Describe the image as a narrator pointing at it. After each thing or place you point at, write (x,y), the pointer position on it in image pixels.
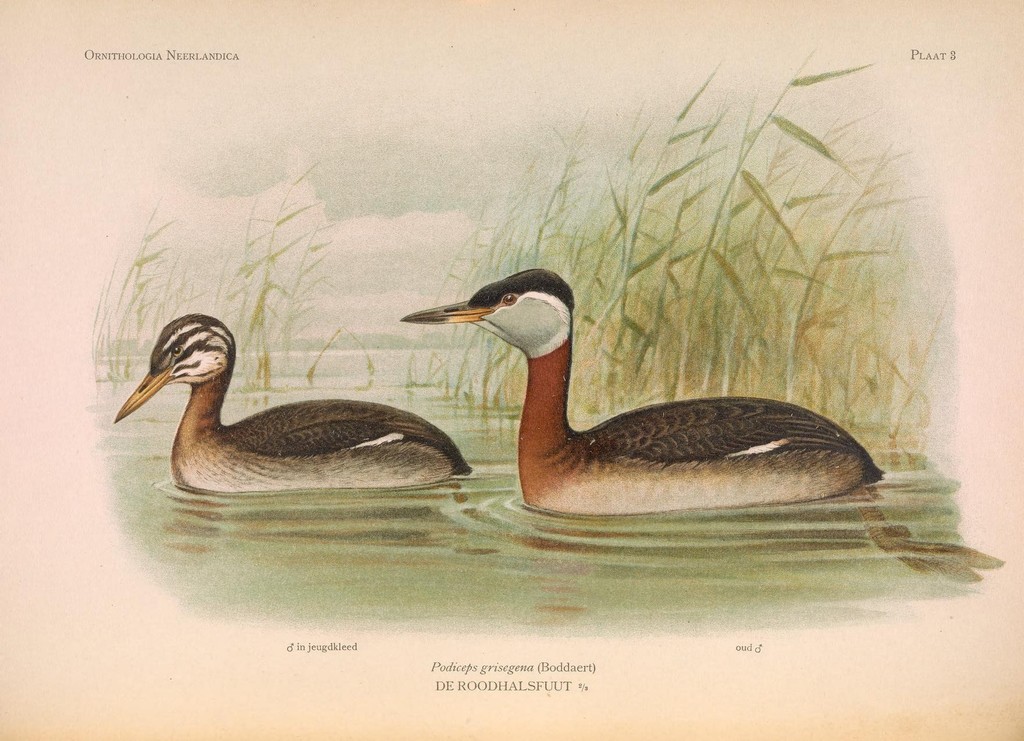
This picture is a drawing, in this picture there are two ducks (382,440) in water (312,496), in the background (714,277) there is grass (718,233).
